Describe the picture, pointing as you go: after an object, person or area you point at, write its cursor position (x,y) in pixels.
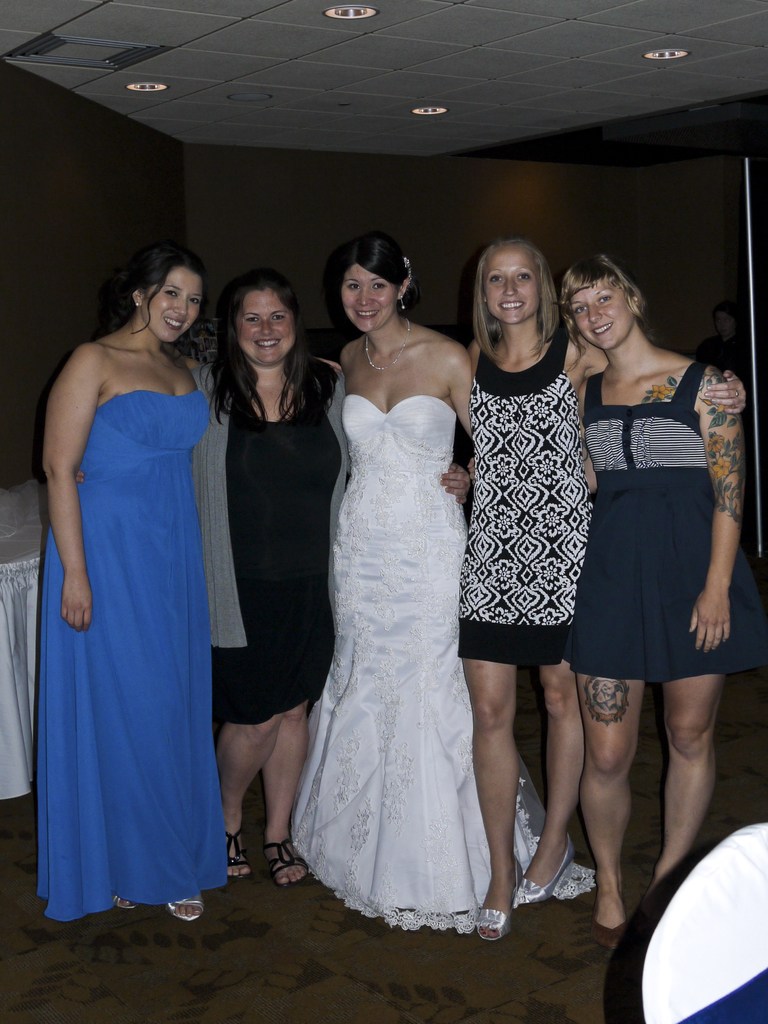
In this picture there are girls (40,886) in the center of the image (276,416), there is a table (7,569) on the left side of the image (7,646), there are lamps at the top side of the image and there are other people (708,354) in the background area of the image (708,347).
